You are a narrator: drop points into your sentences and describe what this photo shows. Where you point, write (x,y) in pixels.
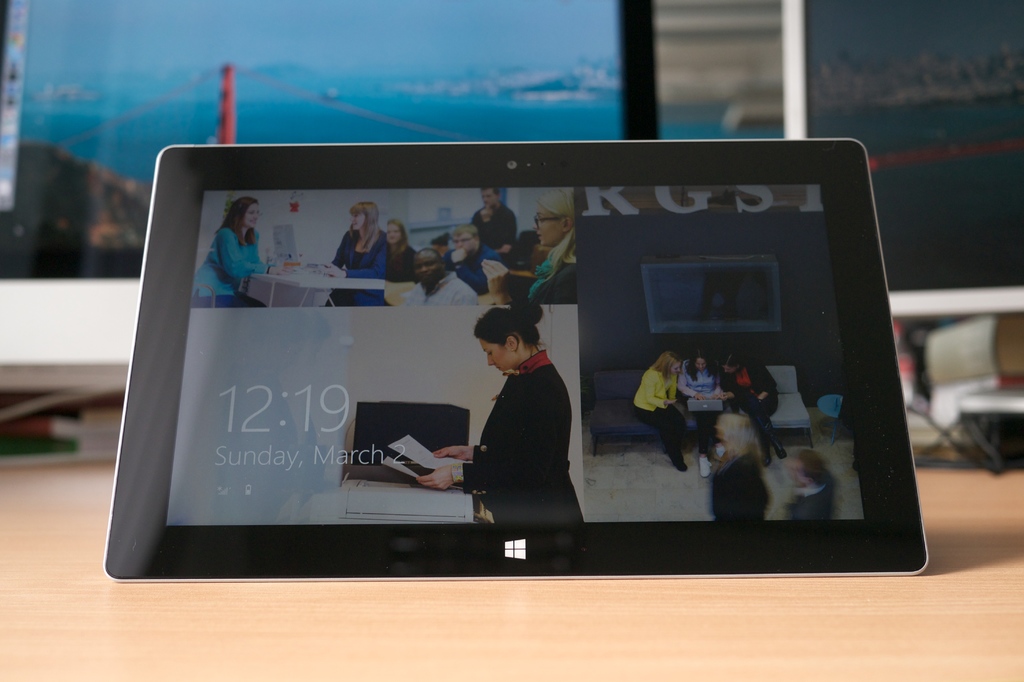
In the center of the image (468,295) we can see tablet (430,401) placed on the table (481,612). In the background (68,359) we can see books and monitors (540,105).
